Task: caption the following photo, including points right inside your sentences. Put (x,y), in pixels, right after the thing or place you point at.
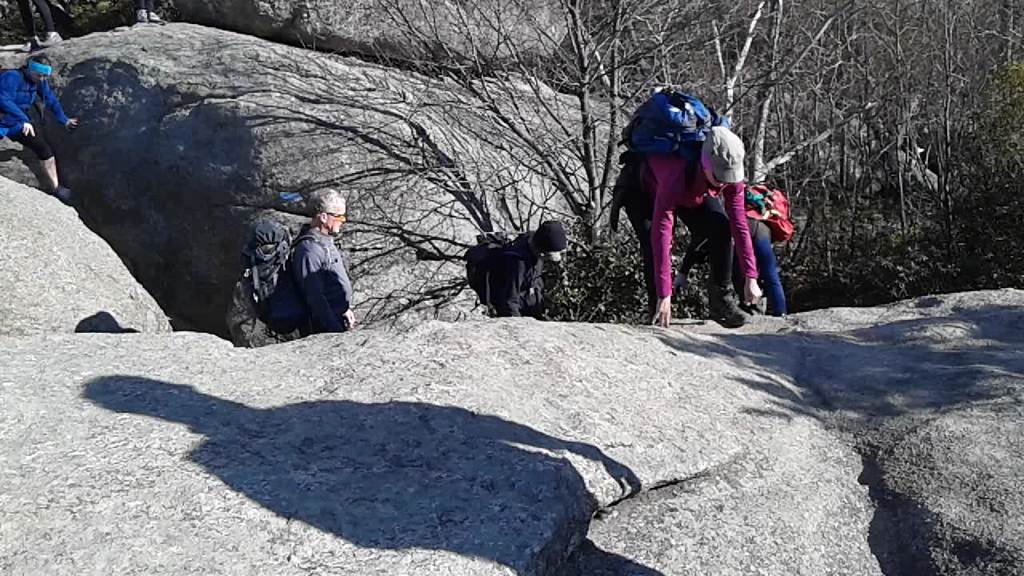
In this image we can see people (23,111) wearing bags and we can also see the rocks (464,394) and trees (770,145).
